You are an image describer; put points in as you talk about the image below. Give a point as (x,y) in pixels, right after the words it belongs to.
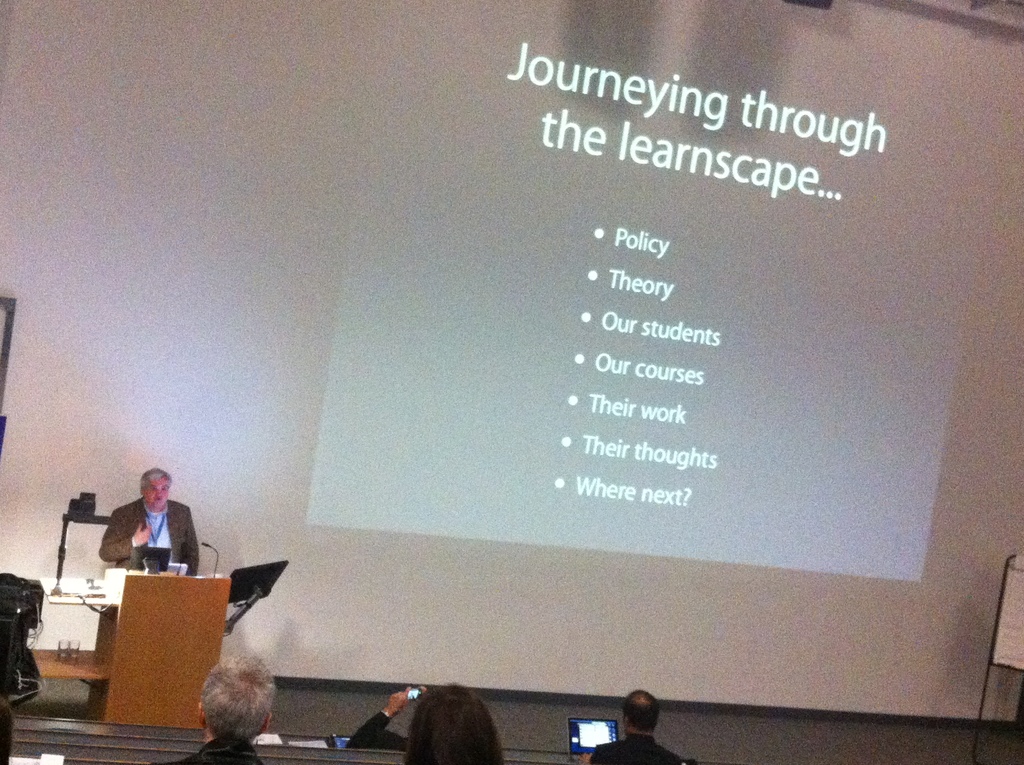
In the foreground of this image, there is a screen (680,281) of a projector (665,300). On the left side of the image (138,520), there is a man (190,547) near a podium (193,617) consisting of mic (213,552) in front of him. On the bottom (240,682), there are persons (620,749) sitting with phones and laptops (592,729).
